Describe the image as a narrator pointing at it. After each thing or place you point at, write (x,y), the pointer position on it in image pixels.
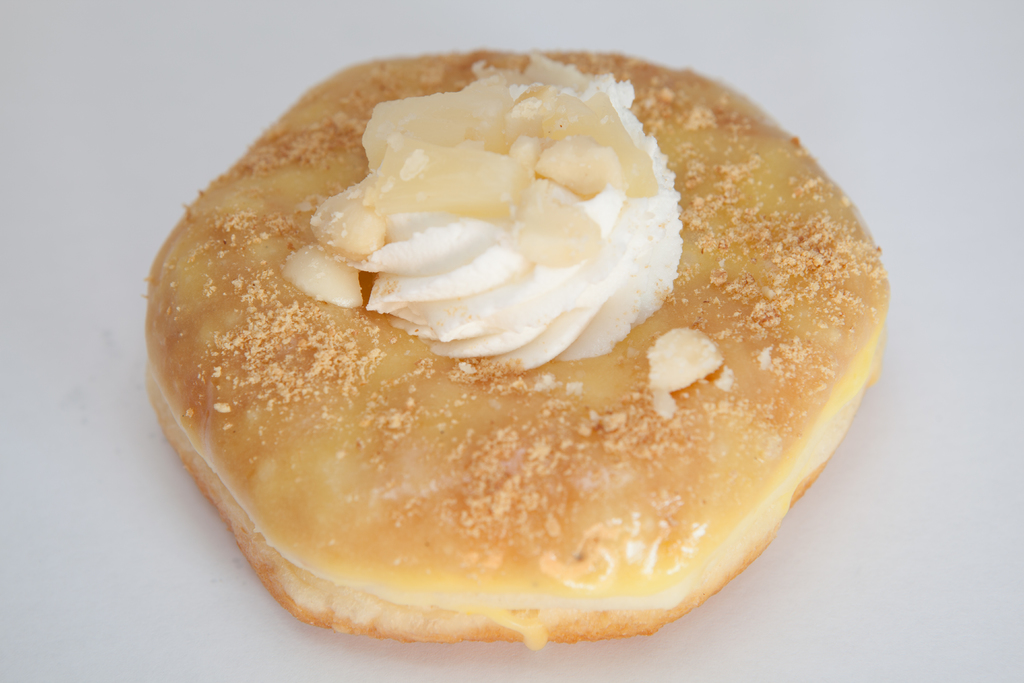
In this picture I can see a food item (633,596) on an object (969,379).
